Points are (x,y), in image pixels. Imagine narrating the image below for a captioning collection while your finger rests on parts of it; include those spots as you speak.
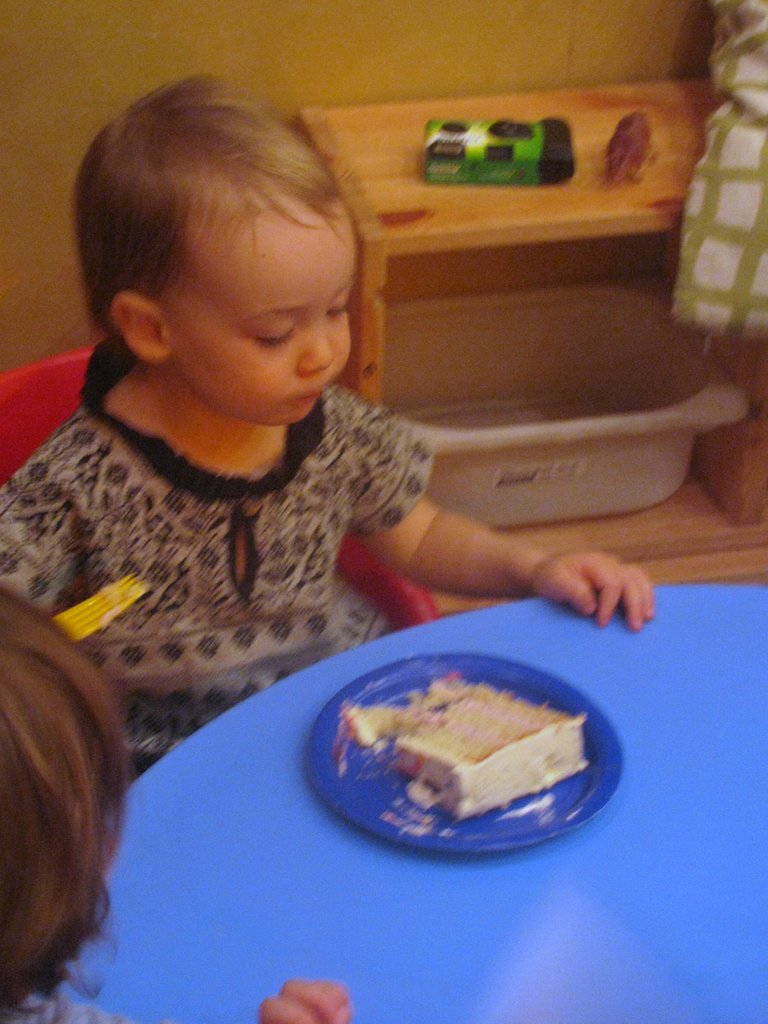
In the image there is a girl (129,558) sitting in front of the table (401,856) and there is some food (542,751) served on the plate (370,777) in front of her, behind a girl (377,517) there is a table (624,204) and there are two objects (493,178) kept on the table (594,229) and there is a tub (623,441) under the table (754,437).
